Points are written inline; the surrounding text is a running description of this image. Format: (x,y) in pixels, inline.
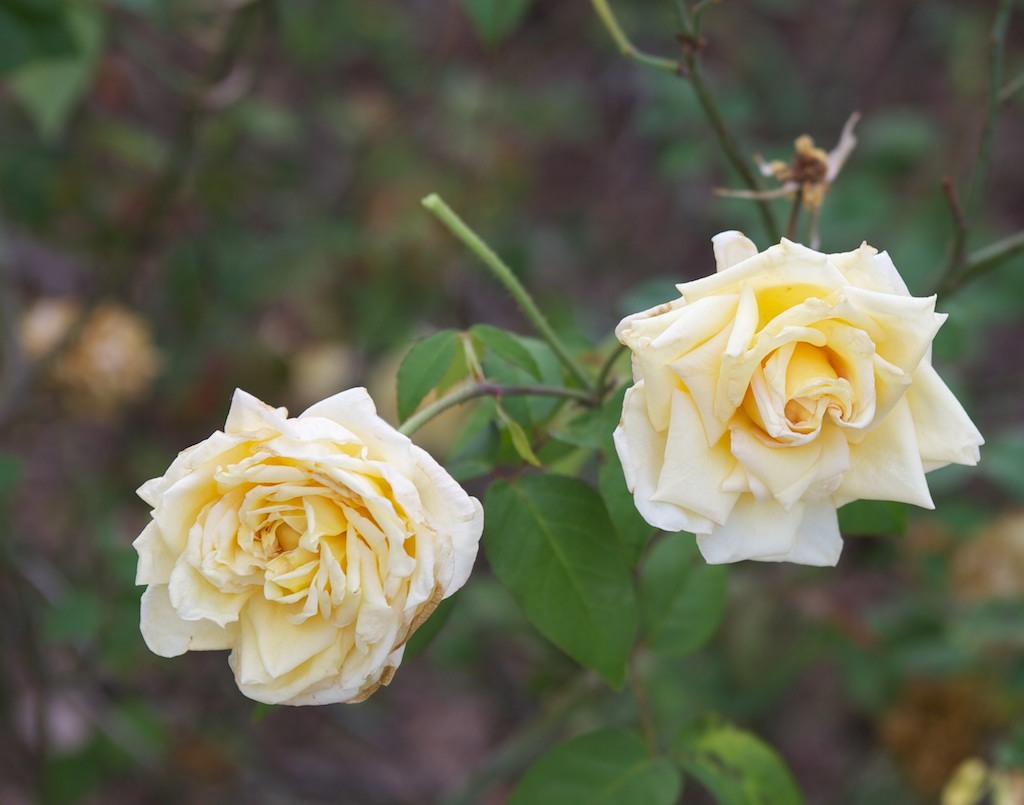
In this image I can see few leaves (546,474) and few white colour flowers (829,406) in the front (598,425). I can also see this image is little bit blurry in the background (118,410).
